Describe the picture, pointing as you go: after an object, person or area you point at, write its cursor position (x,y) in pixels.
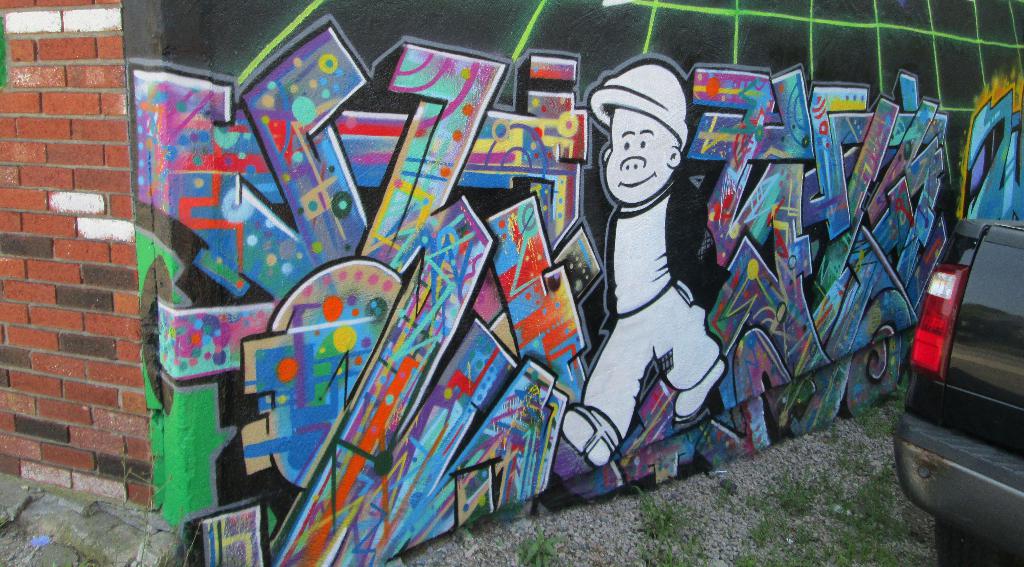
In this image I can see a wall (513,271) on which I can see some paintings (568,297). On the right side (989,344) there is a vehicle (942,472) on the road (709,509). At the bottom of the image (720,520) there are some plants (791,502) and stones (723,511).
